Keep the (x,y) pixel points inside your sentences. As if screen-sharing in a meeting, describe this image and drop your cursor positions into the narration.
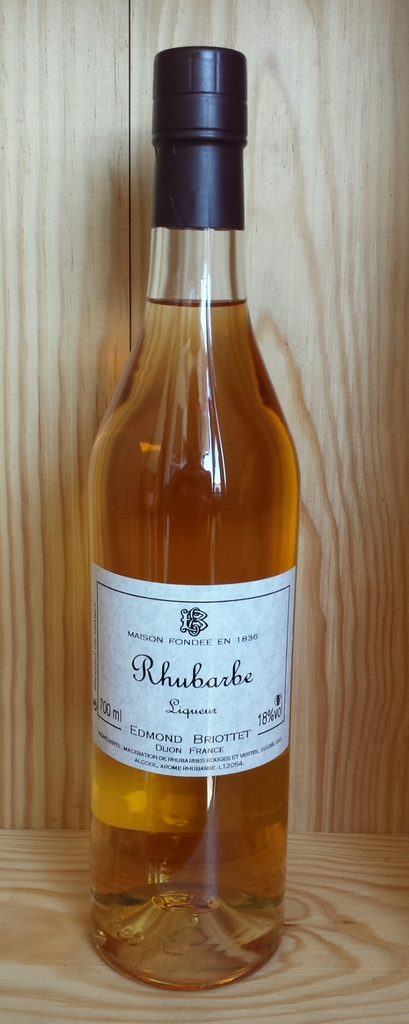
In this picture we can see a bottle (148,938) with drink (209,350) in it and sticker (219,610) to it and above cap (186,131) is closed and this is placed on wooden platform (41,962).
